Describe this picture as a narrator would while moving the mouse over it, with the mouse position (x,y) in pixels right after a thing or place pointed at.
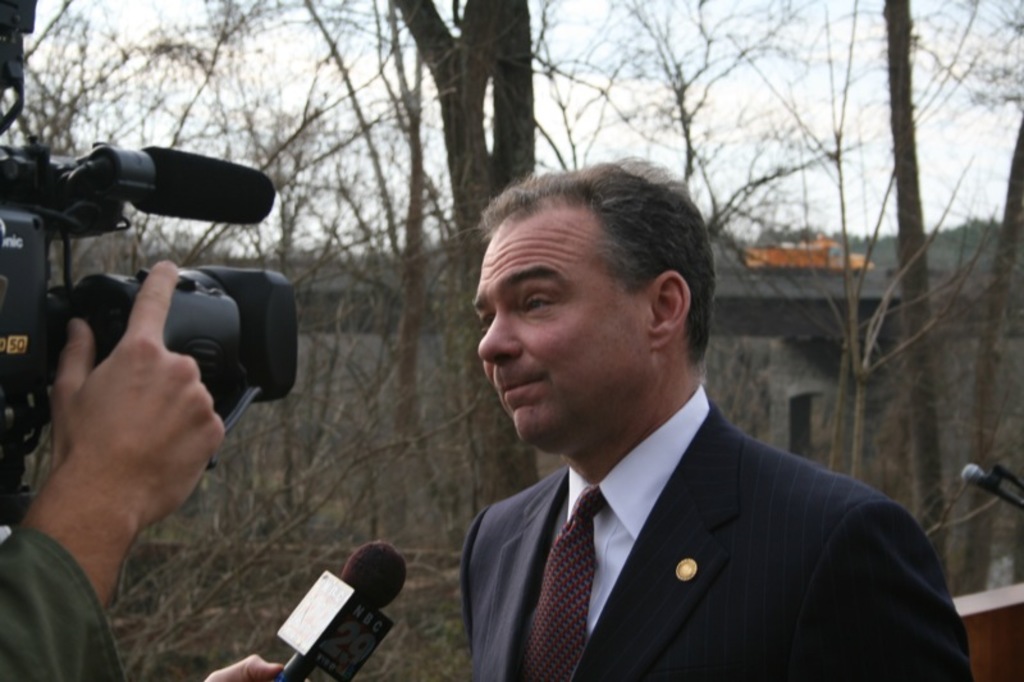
In this image I can see a person (613,433). On the left side (188,304) I can see a camera (179,336). On the right side (994,491), I can see a mike (982,485). In the background (984,503), I can see the trees (482,106) and clouds (765,66) in the sky (781,67).
